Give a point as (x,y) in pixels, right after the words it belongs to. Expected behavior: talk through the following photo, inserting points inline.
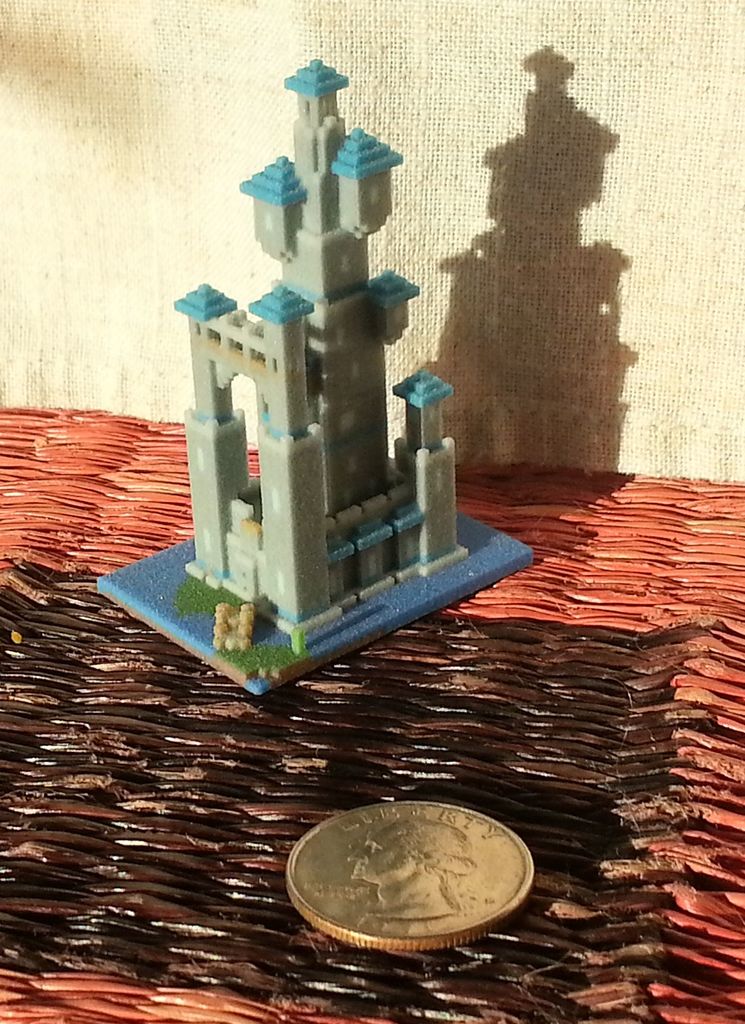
Here we can see toy building (222,537) and coin (410,881) on the surface (509,691). Background (659,105) it is cream color.
